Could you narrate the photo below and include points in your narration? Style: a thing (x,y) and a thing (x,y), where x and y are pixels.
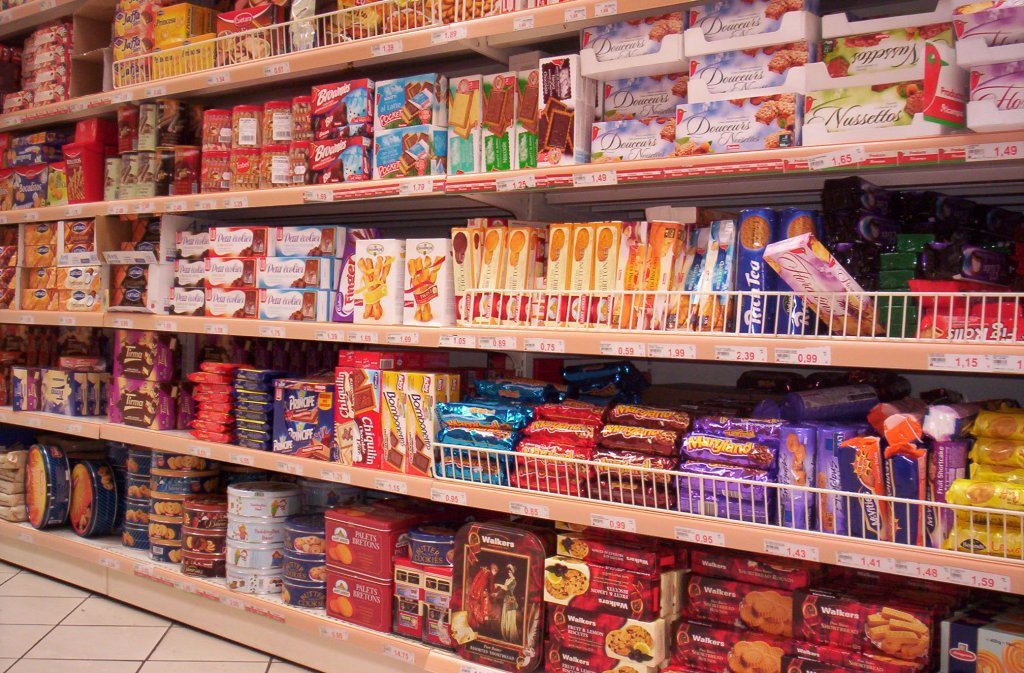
We can see boxes (327,142), jars (304,122) and objects (966,428) in racks (183,580).
